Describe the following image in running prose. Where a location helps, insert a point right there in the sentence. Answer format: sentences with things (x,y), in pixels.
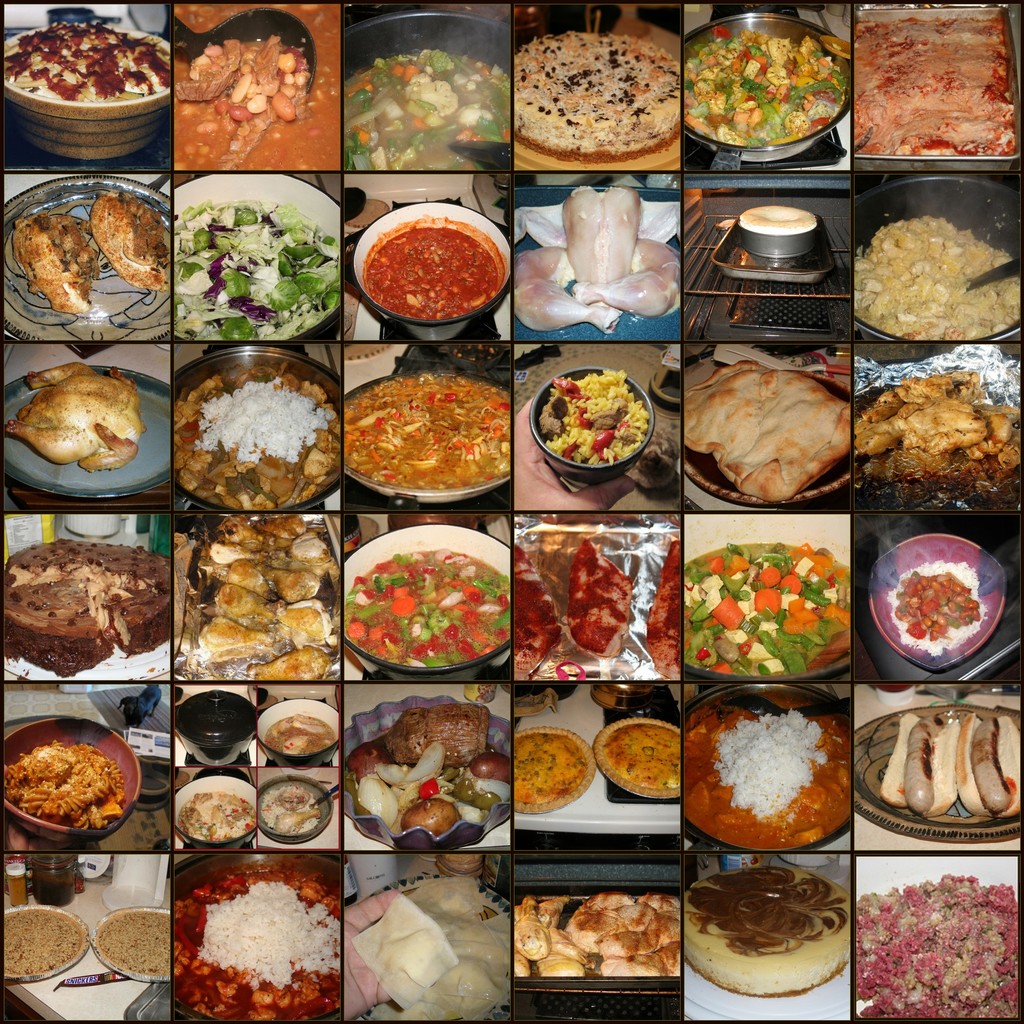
As we can see in the image there are different types of dishes (477,303) in bowls (51,100).
